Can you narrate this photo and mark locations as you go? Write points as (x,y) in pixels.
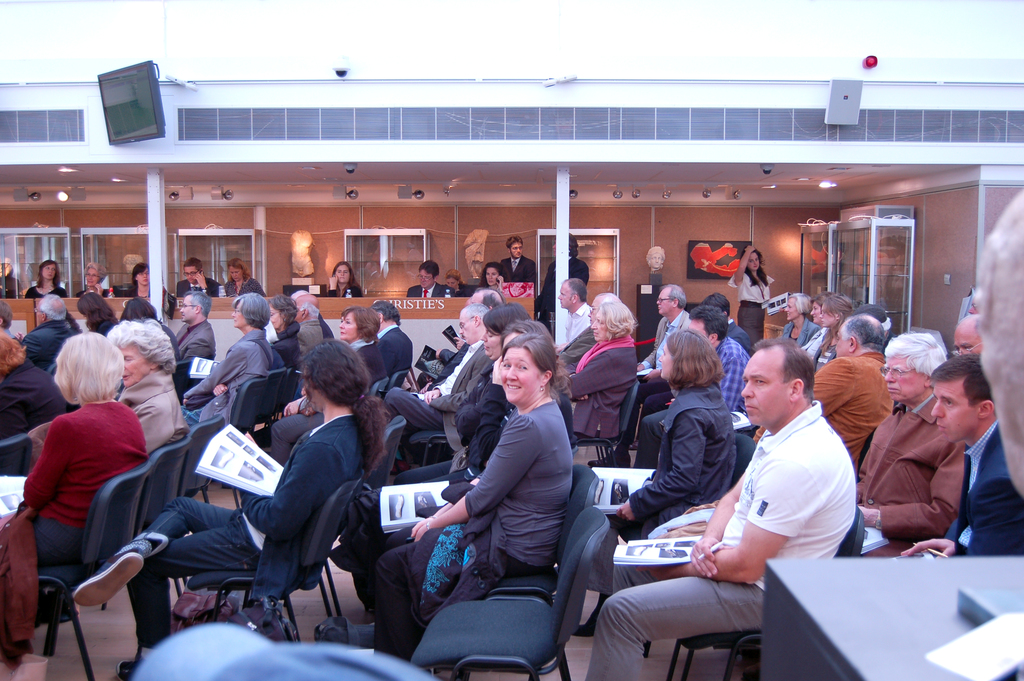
In this image, there are some people (930,543) sitting on the chairs (585,535) which are in black color, in the background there are some people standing and in the top (306,157) there is a white color wall (633,153) and in the left side (144,139) there is a black color monitor (140,112).
